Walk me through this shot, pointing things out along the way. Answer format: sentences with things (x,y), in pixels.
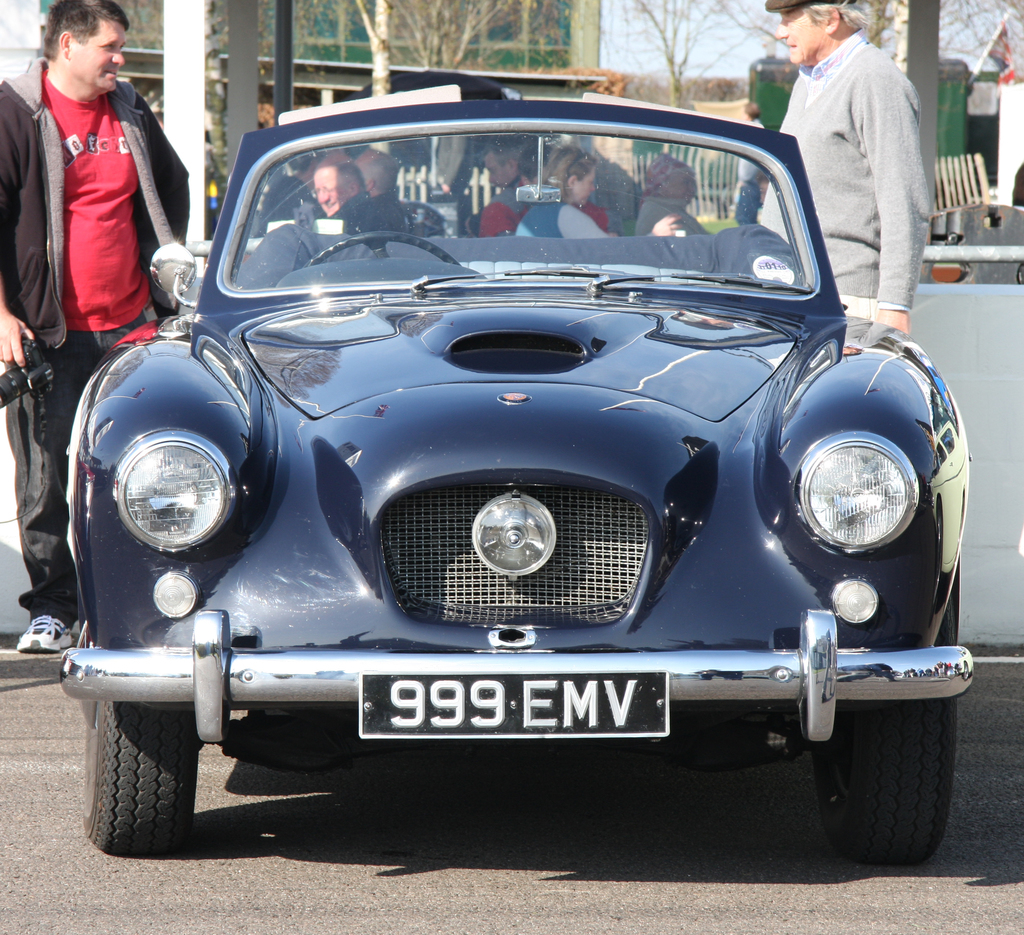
This picture is taken on a road (544,889). There is a car (622,410) at the center of the image (548,397) and people (500,182) are sitting behind it. There are two men (113,186) standing on either sides of the car (777,179). The man (72,257) to the left corner (43,294) is holding a camera (24,377) in his hand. In the background (235,79) there is building (337,32), tree (664,46), sky (699,48) and railing (707,173).
